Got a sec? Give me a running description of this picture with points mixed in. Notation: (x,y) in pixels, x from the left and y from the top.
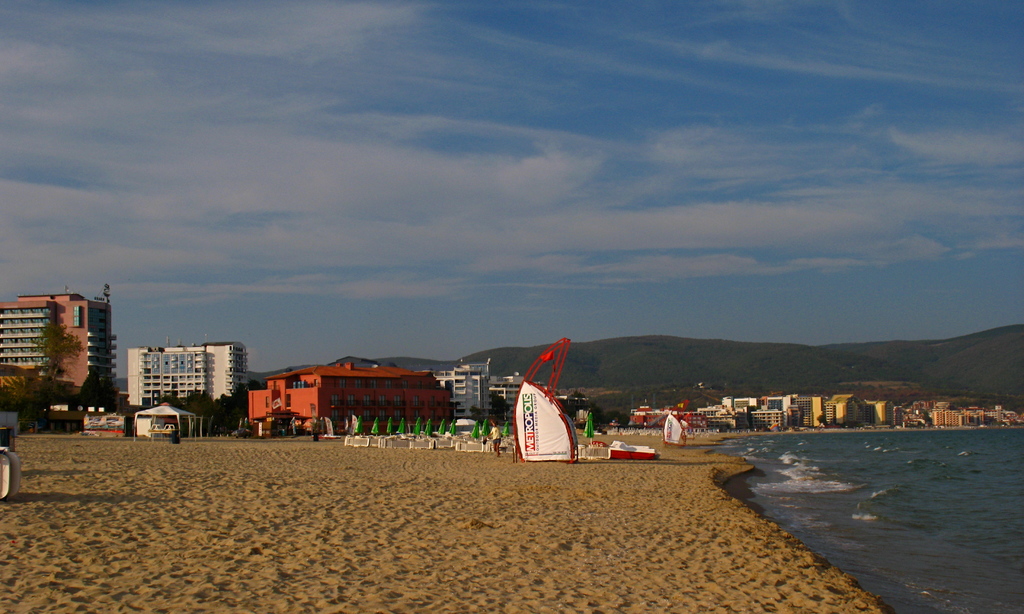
In this image in the center (346,402) there are some buildings (940,418), trees (11,399) and some banners (523,421) and also there are some tents (154,408) and other objects (0,452). At the bottom (195,558) there is sand (560,516) and on the right side (897,487) there is a beach (891,464), in the background (827,372) there are some mountains (954,347) and at the top of the image (380,157) there is sky (700,149).
